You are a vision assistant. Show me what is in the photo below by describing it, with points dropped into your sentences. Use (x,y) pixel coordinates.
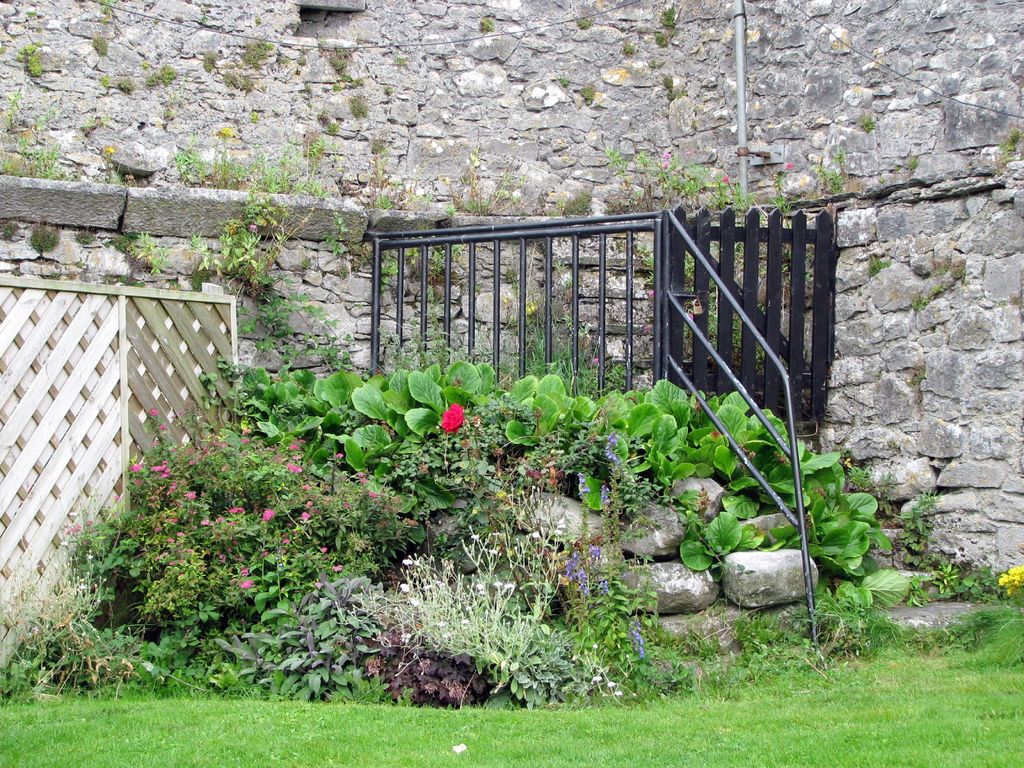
This picture shows few plants (264,382) and we see a metal fence (658,232) and a gate (797,294) and we see grass (550,763) on the ground (813,718) and a building (518,40).
